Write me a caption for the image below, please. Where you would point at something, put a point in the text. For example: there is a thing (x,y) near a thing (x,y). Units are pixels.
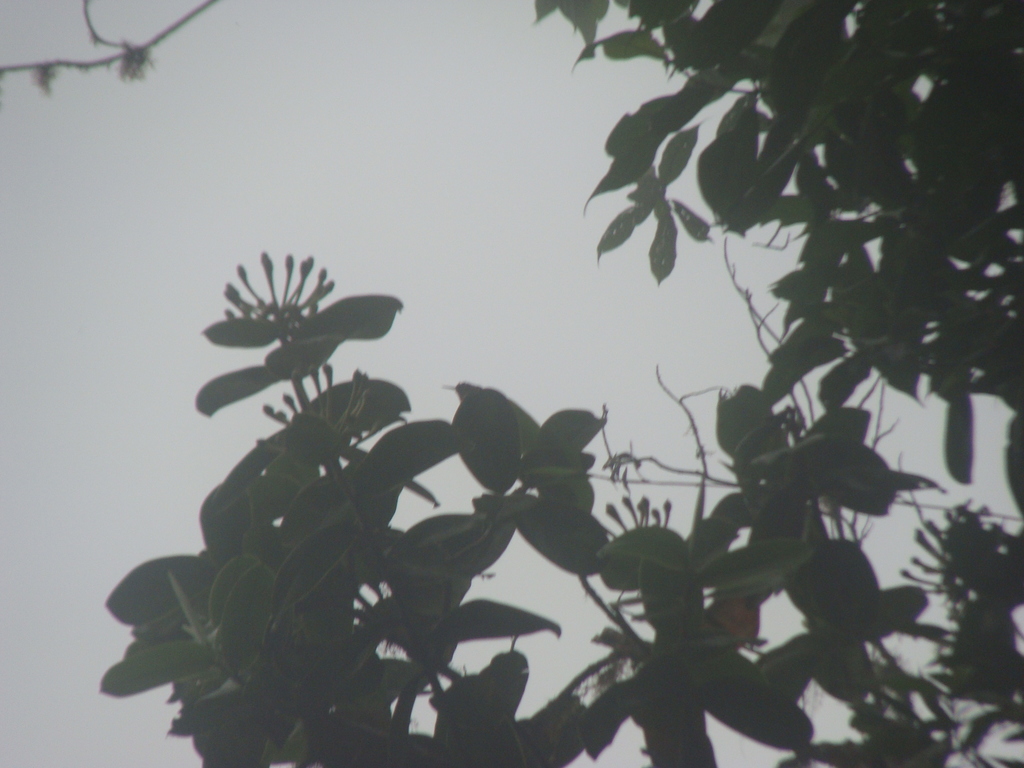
Here I can see many leaves (332,419) and buds (231,298) to the stems (287,290). In the background (369,115), I can see the sky (313,143).
